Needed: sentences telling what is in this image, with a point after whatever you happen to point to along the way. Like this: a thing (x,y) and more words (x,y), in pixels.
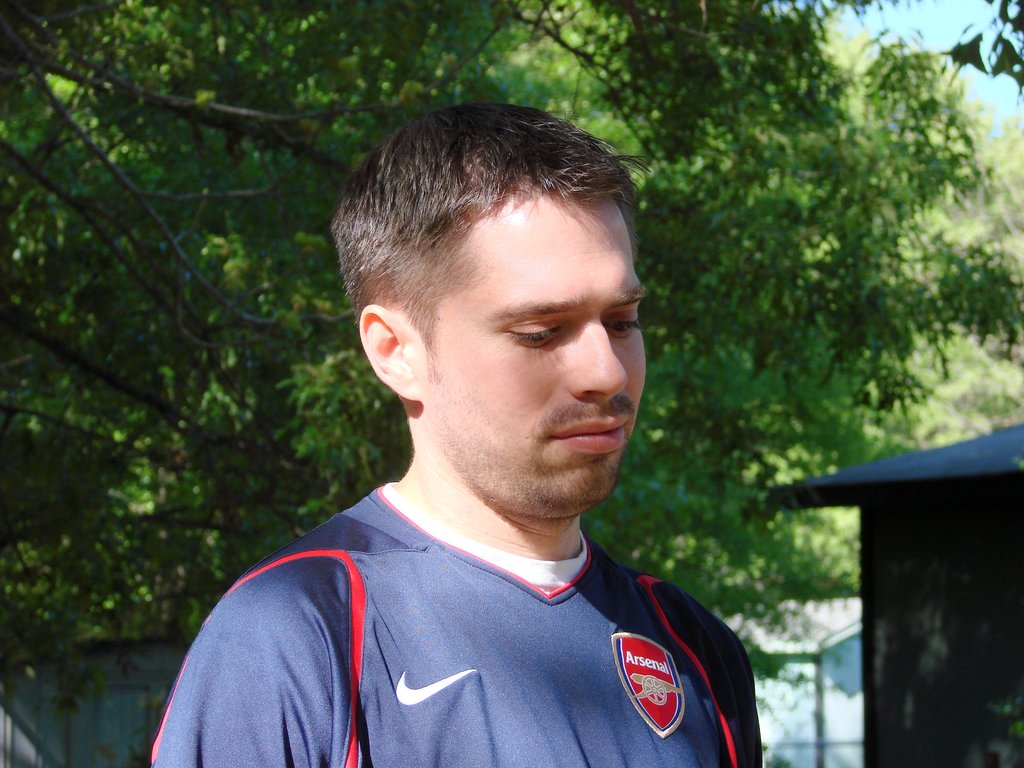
In this image we can see this person (302,603) wearing dark blue color T-shirt (520,684). The background of the image (900,368) is slightly blurred, where we can see trees (866,309), house (883,519) and the sky (912,24).
